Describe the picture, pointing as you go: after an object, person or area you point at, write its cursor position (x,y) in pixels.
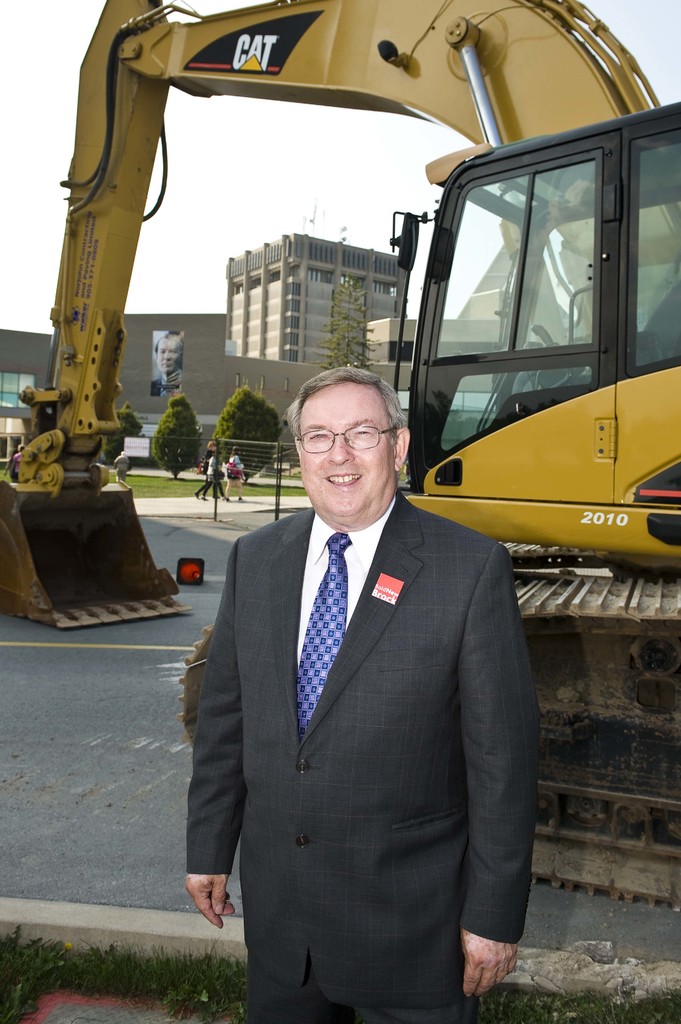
There is one man (370,686) standing and wearing a blazer (324,733) at the bottom of this image (342,796). We can see a crane machine (546,332) on the right side of this image (577,418). There are trees (265,409) and buildings (220,366) present in the middle of this image (282,373) and the sky (154,246) is in the background (232,178).
